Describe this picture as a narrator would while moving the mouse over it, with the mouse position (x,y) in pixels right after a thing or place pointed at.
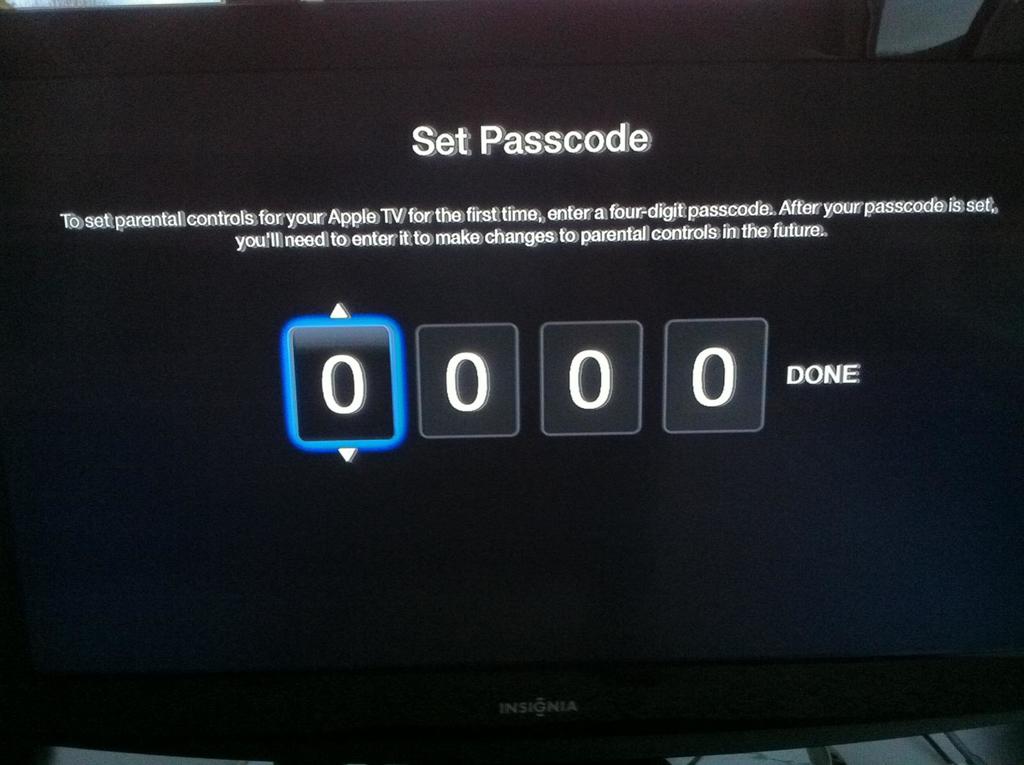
In this image we can see a TV (401,367) with some text (520,223).
